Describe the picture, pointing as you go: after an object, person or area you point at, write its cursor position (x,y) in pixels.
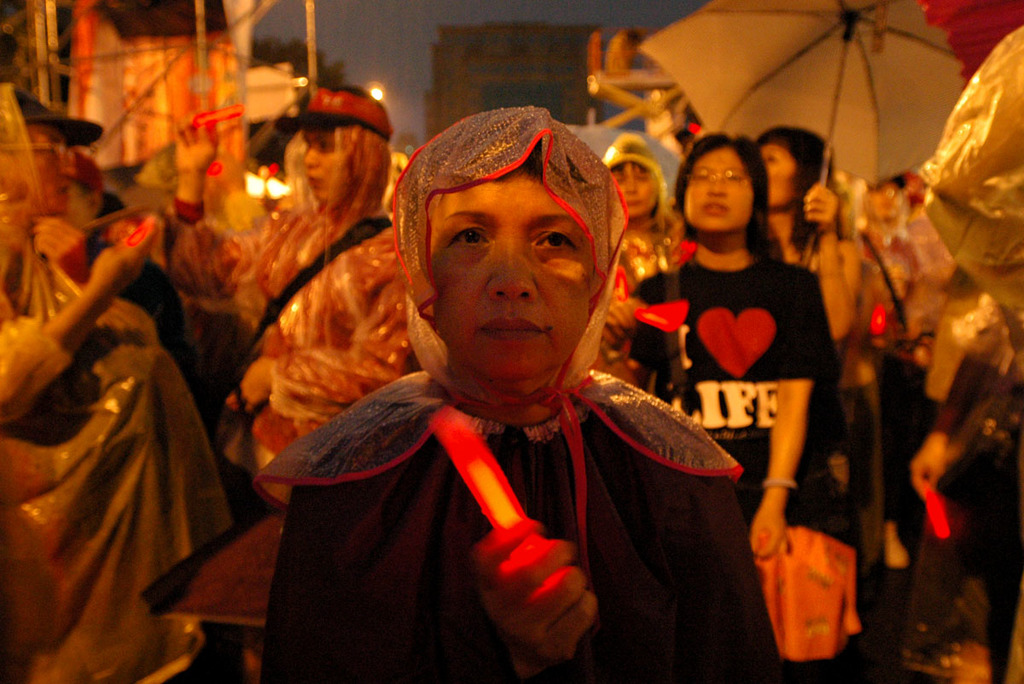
There is a lady (467,333) wearing scarf (486,423) and holding something. In the back (199,240) there are many persons (714,307) and a lady (780,247) is holding a umbrella (825,105).
